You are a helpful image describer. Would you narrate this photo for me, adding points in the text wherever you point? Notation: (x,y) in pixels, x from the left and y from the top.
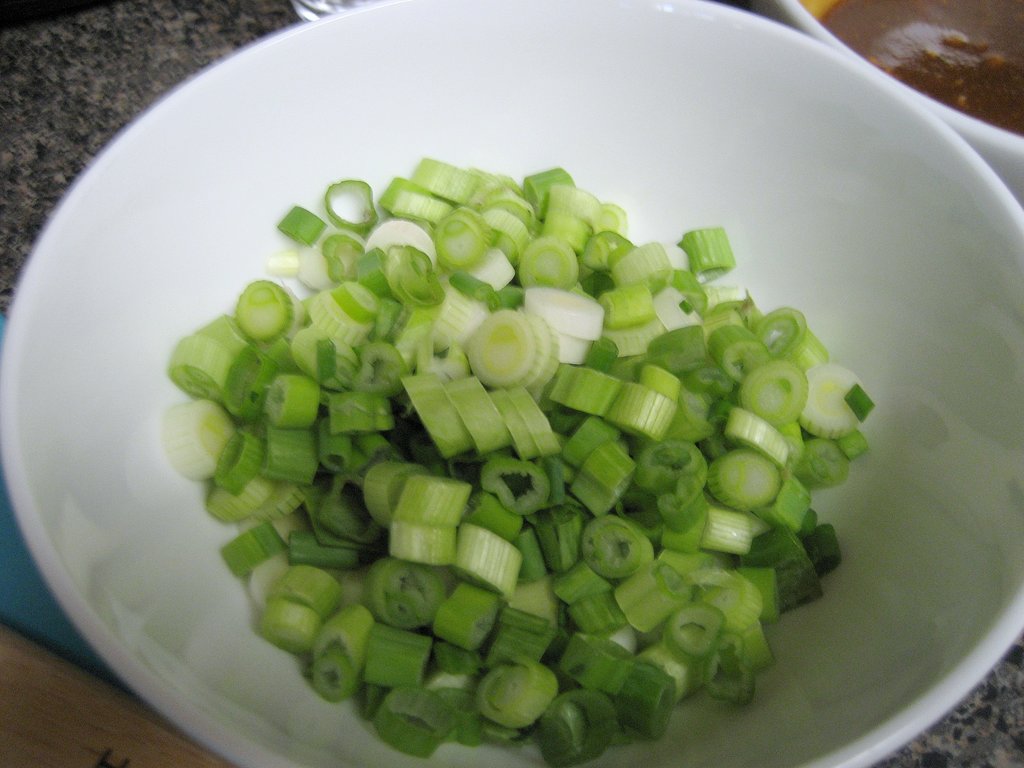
In this image I can see a white colour bowl (50,508) and in it I can see chopped spring onions (356,298). On the top right side of this image (798,7) I can see one more bowl (788,18) and in it I can see brown colour thing (980,97).
